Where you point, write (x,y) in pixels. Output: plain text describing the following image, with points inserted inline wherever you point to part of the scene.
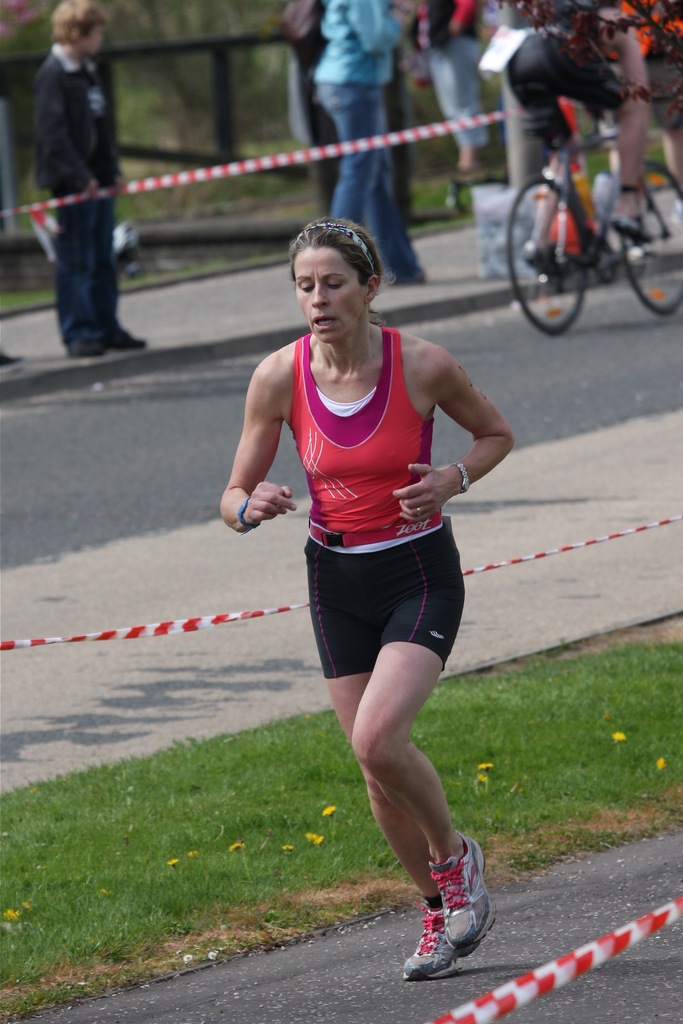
This image is clicked outside. There is cycle (548,192) at the top (518,245). There are some persons (43,142) standing at the top (70,101). In the middle (412,365) there is a person (430,551) running.
